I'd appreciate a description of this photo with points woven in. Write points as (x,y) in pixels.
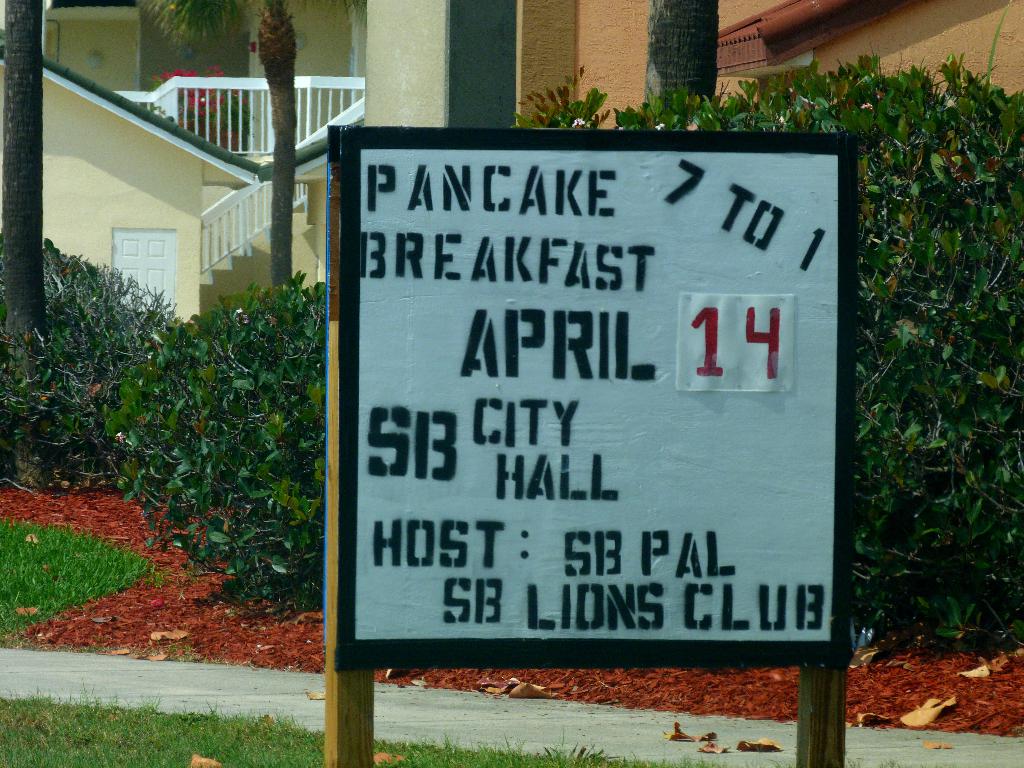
There is a board (460,617) with wooden poles (823,708). On the board (440,441) something is written. Near to that there is a road (138,685). On the ground (105,572) there is grass (125,744). In the back (914,161) there are trees (935,190). Also there is a building (207,157) with railing (209,246) and door (138,258).
